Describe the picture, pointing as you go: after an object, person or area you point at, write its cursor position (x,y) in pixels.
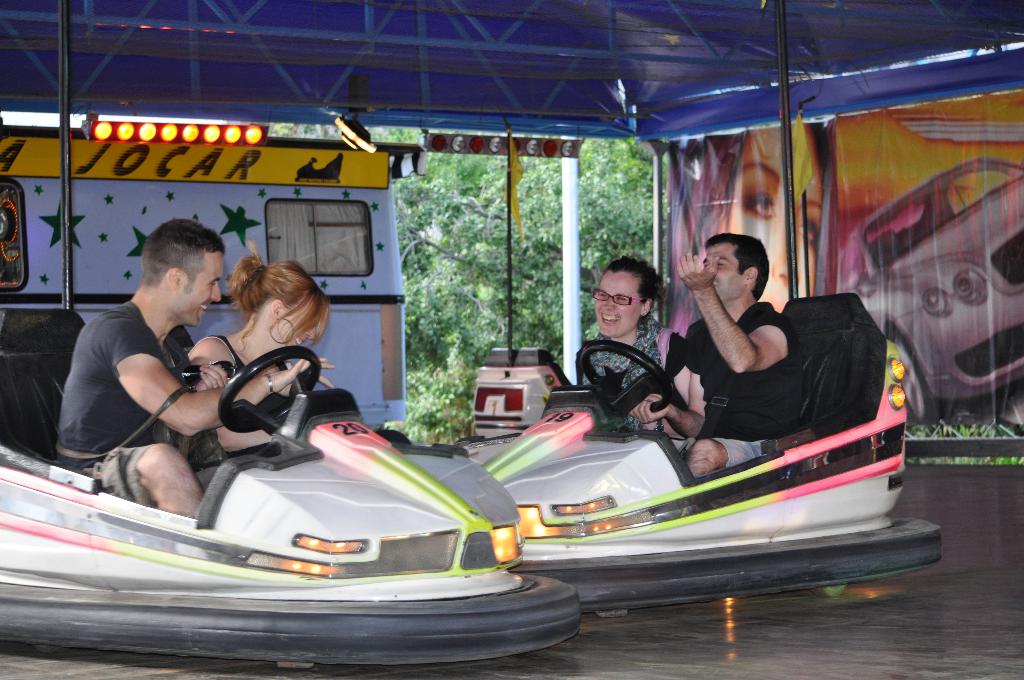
In this picture there are people (247,389) sitting in vehicles (807,541) and we can see poles (792,249), boards (166,169), banner (748,223), lights (351,132), shed (395,119) and objects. In the background of the image (495,257) we can see leaves (500,243).
